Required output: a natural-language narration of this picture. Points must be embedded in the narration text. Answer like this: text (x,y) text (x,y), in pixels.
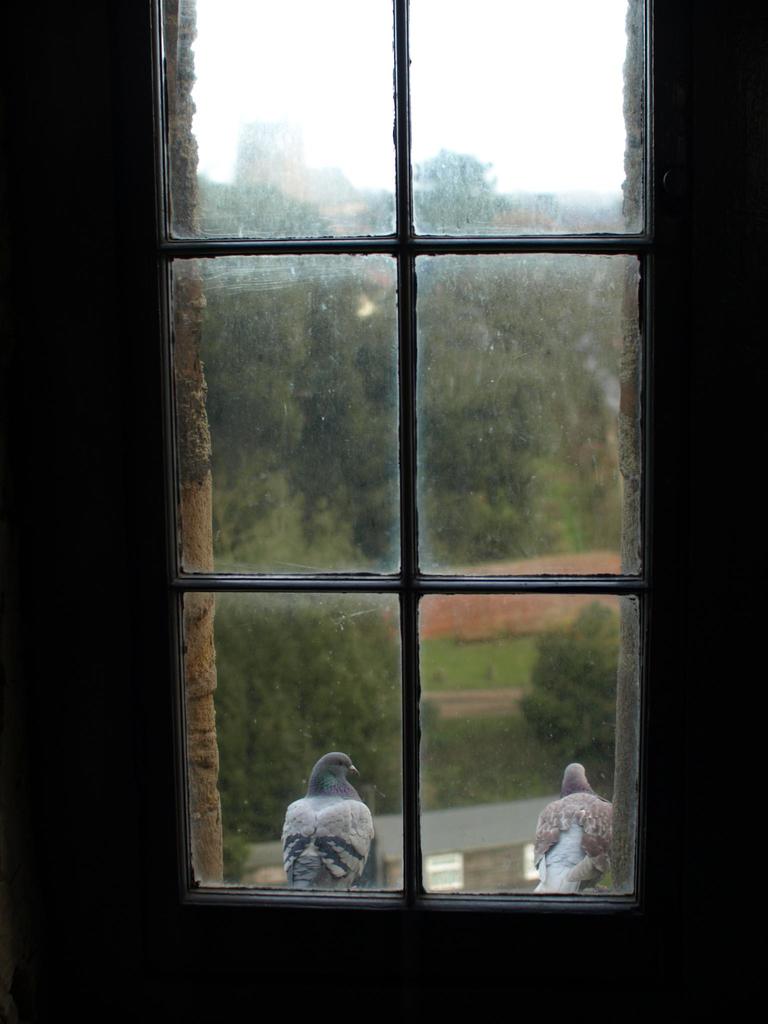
There is a glass window (364,431). Through that we can see pigeons (571,847) and trees (430,437).
